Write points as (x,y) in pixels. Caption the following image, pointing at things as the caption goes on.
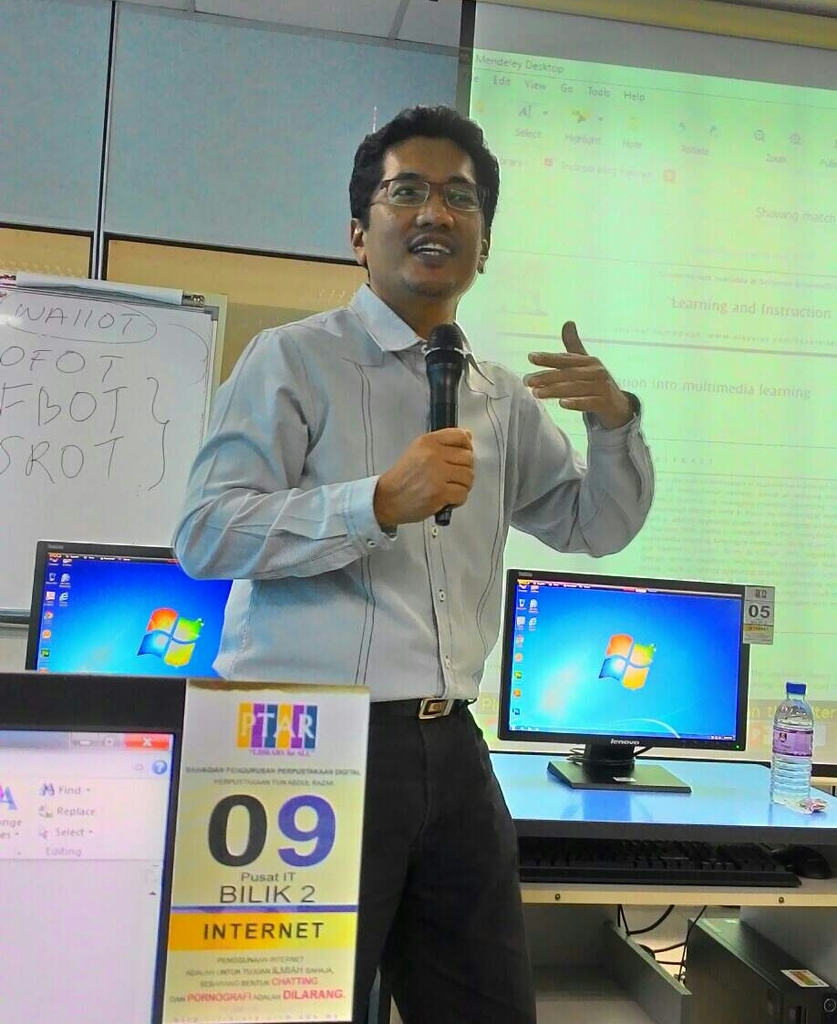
In the bottom left corner of the image (20,719) we can see a screen (3,979) and banner (347,914). In the middle of the image (377,414) a person (377,602) is standing and holding a microphone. Behind him we can see a table (824,886), on the table (824,886) we can see some monitors (738,604) and bottles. Behind them we can see a wall (381,79), on the wall (228,105) we can see a board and screen (626,280).
